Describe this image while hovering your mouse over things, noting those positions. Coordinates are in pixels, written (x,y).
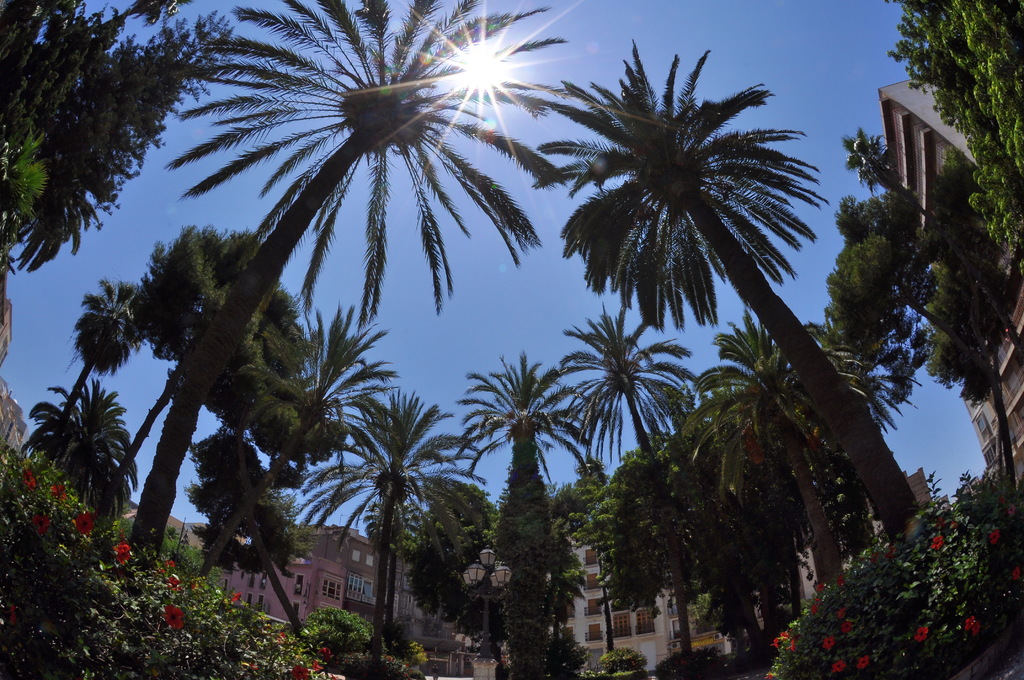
In this picture we can see trees (430,421) and flowers (884,576) in the front (257,652), in the background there are buildings (1018,366), we can see the sky (394,251) and the sun (493,76) at the top of the picture (480,76).
